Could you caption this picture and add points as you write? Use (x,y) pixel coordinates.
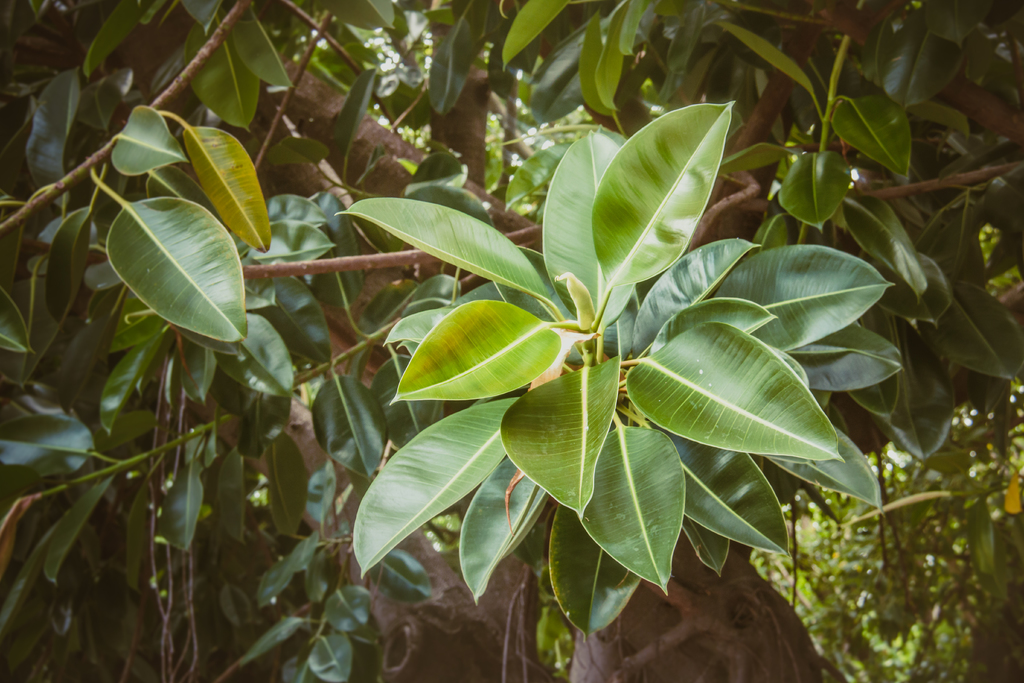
In this image we can see tree (382,408) which has leaves (380,403) which are in green color.
